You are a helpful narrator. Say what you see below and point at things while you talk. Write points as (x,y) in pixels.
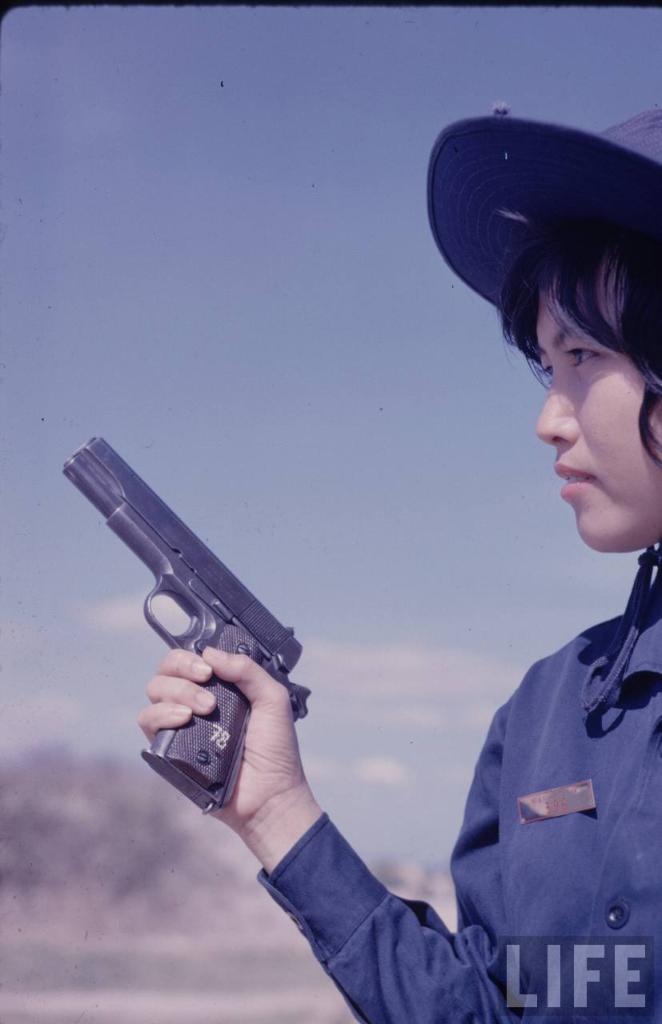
In this image in front (633,770) there is a person (224,664) holding the gun (278,670). In the background of the image (76,770) there are trees (80,771) and sky (329,335). There is some text (640,953) at the bottom of the image (619,949).
